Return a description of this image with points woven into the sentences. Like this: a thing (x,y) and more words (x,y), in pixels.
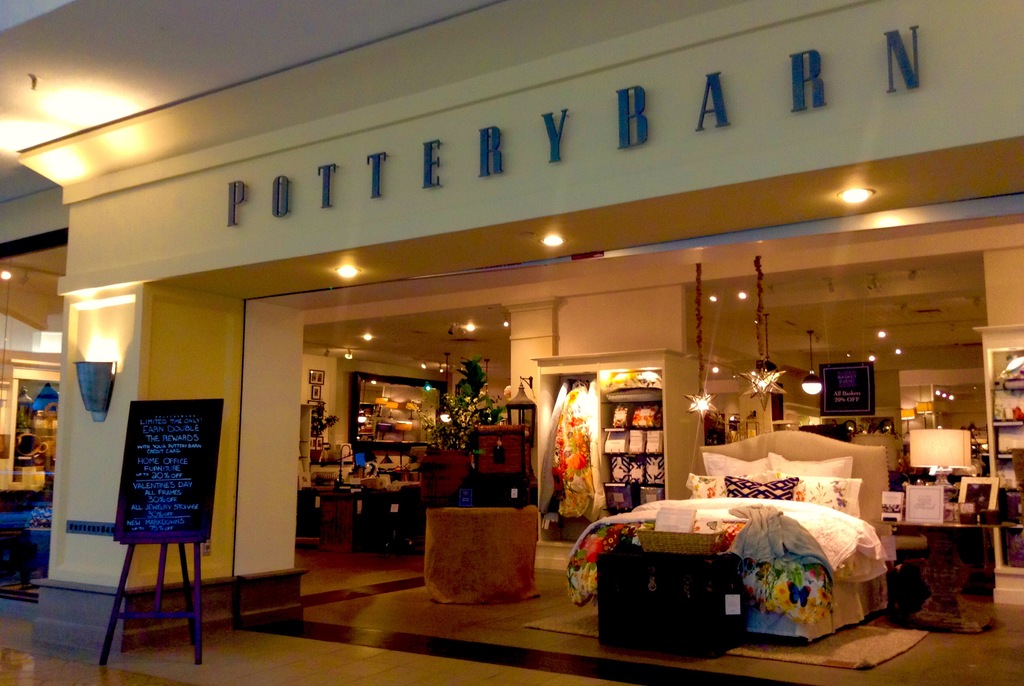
This is a picture of a store (601,536). On the left (174,465) there is a hoarding (160,447) and a lamp (108,387). In the center of the picture (585,393) there are beds (784,502), pillows (711,490), blankets (569,513), desk (450,533), frames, stars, potted plant (499,398) and other home utensils (962,462). At the top (282,213) there are lights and hoarding (387,173). On the left (43,423) there are couches (29,528) and home utensils (31,418).
